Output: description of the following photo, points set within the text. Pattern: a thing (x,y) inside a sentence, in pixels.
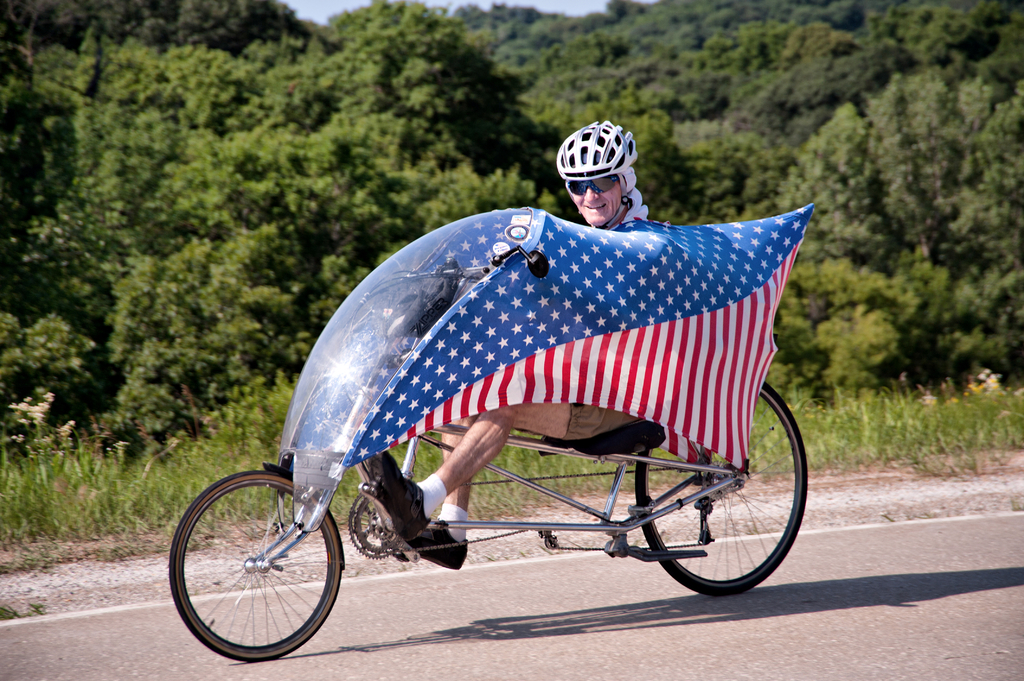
In this image we can see a man (559,431) riding bicycle (490,478) on the road (346,580). In the background (420,86) there are sky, trees (673,81) and grass (168,479).
